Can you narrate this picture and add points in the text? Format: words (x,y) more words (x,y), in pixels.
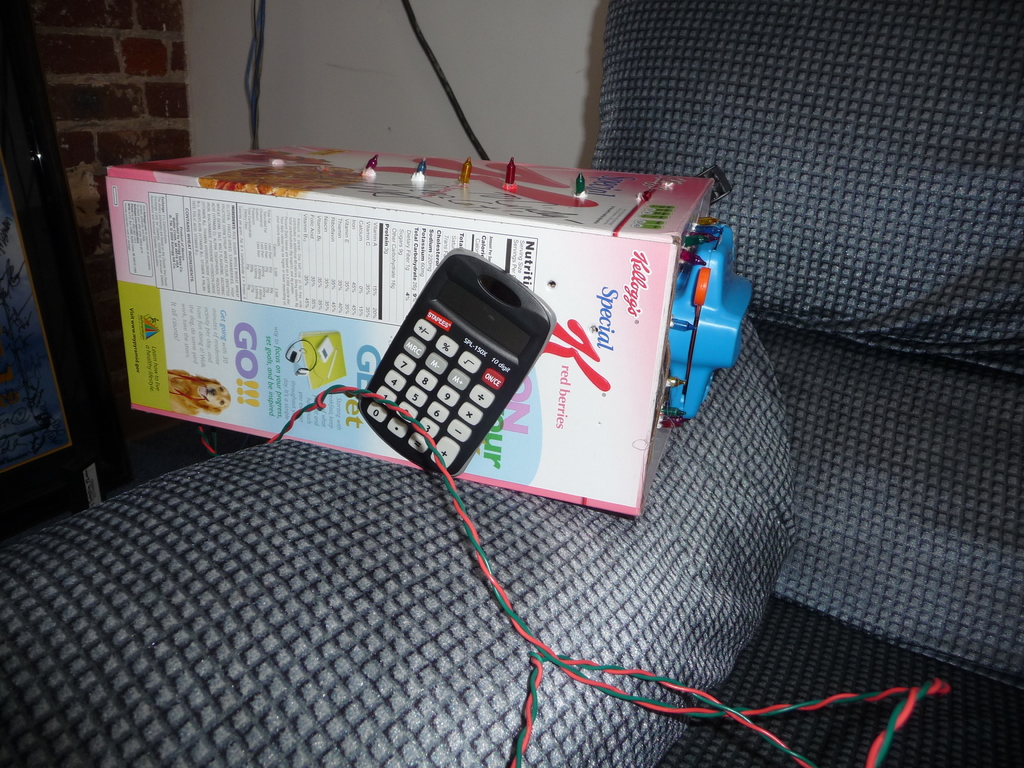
In this image in front there is some object (532,689) on the sofa (705,626). In the background of the image (406,87) there is a wall (356,75). On the left side of the image (59,427) there is some wooden object (42,183).
